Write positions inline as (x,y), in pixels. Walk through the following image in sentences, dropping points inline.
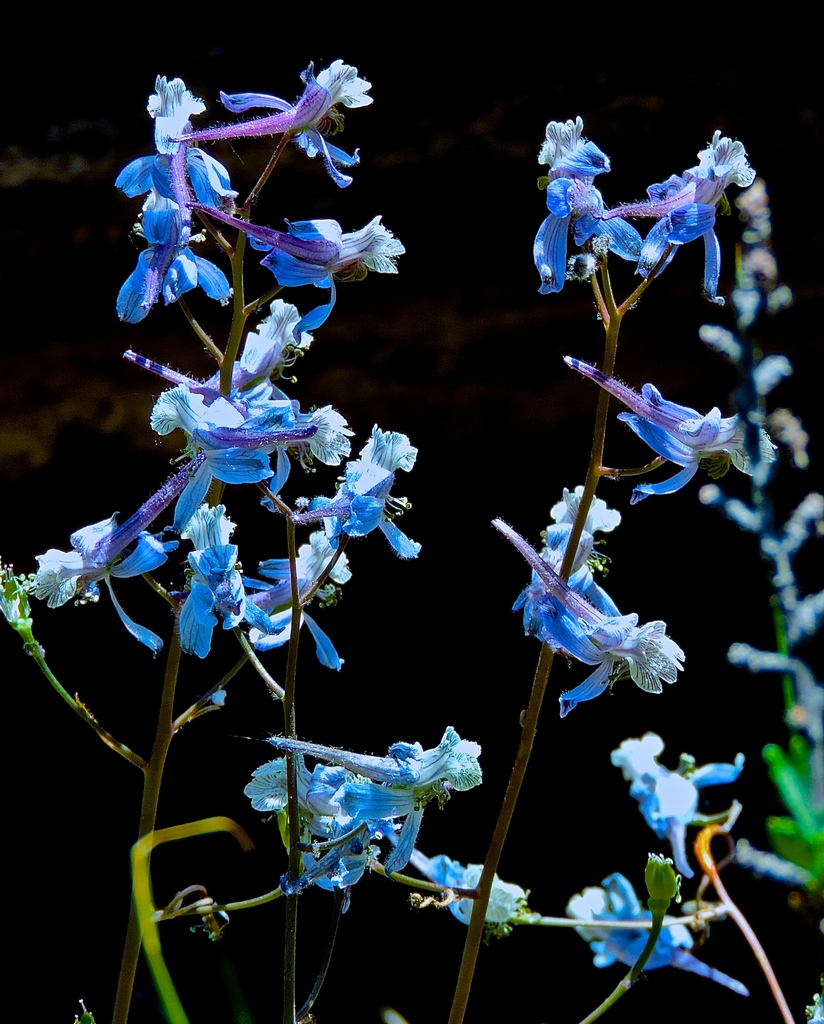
In this picture we can see plants (651,464), flowers (573,190) and in the background (401,93) it is dark.
